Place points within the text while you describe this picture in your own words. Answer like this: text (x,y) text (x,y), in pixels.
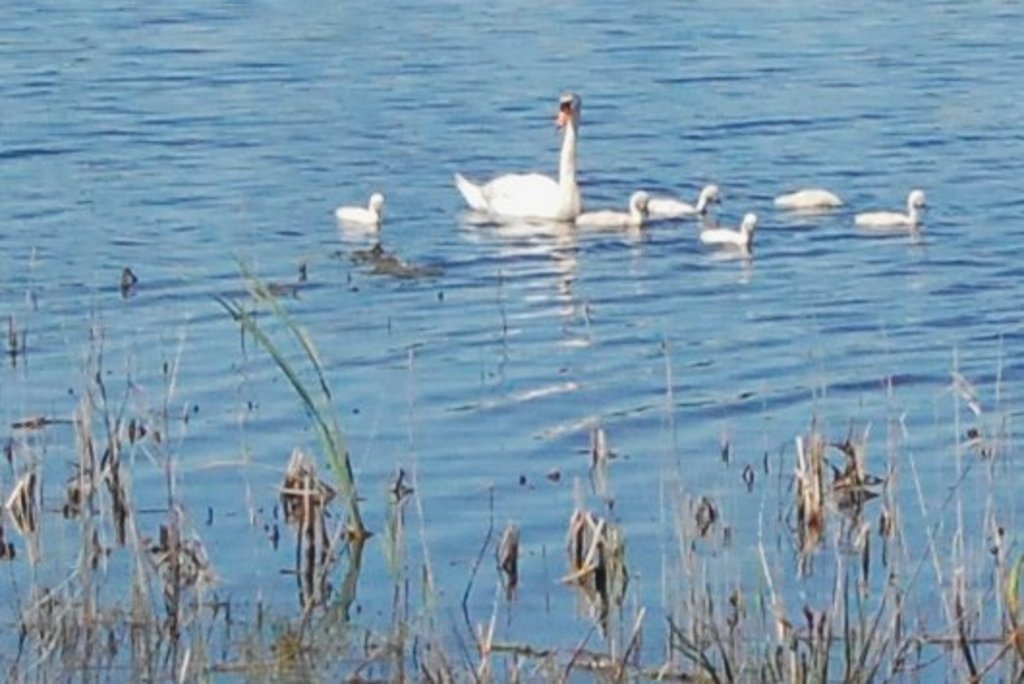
In this picture I can see a swan (556,192) and few cygnets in the water (721,221) and I can see few water plants (85,468).
